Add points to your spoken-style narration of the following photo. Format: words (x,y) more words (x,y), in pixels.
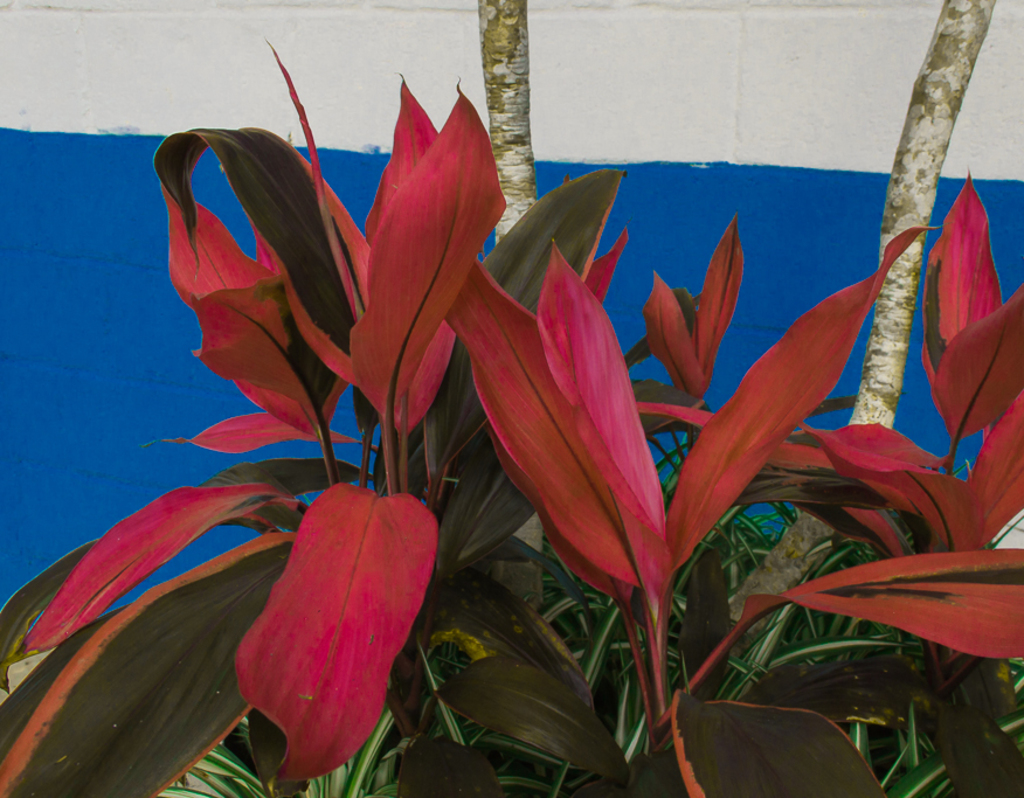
In this picture I can see plants (358,513), there are branches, and in the background (674,32) there is a wall (35,330).
